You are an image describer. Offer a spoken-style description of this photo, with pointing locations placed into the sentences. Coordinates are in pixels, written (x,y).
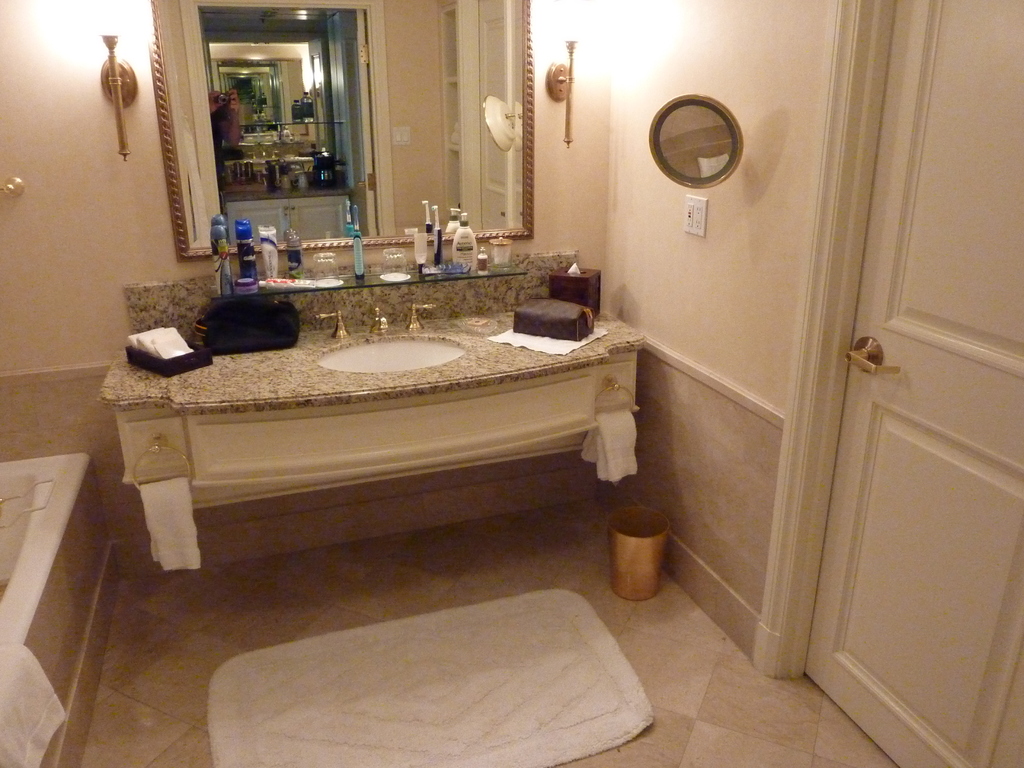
This image is clicked inside a washroom (671,490). There is a wash basin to the wall (466,298). There are taps (418,320) near the wash basin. Beside the washbasin (404,362) there are bags (294,312) and boxes (572,295). There is a shelf (302,278) near to the washbasin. On the shelf (393,285) there are toothbrushes (441,241), bottles (295,260) and glasses (328,272). Behind the shelf (352,278) there is a mirror (252,161) on the wall (152,149). In the reflection (238,153) of the mirror (237,77) there is a person (220,149) standing. On the either sides of the mirror (207,149) there are lamps (114,97) on the wall (536,47). To the left (35,550) there is a bathtub (23,547). There is a towel (9,703) on the bathtub (23,534). To the right (916,414) there is a door (917,366). Beside the door (948,251) there is another mirror (707,131) on the wall (766,76). Below the mirror (718,155) there is a switch board (699,222). there is a mat (384,656) on the floor (244,641). Beside the mat (324,641) there is a dustbin (630,541).
